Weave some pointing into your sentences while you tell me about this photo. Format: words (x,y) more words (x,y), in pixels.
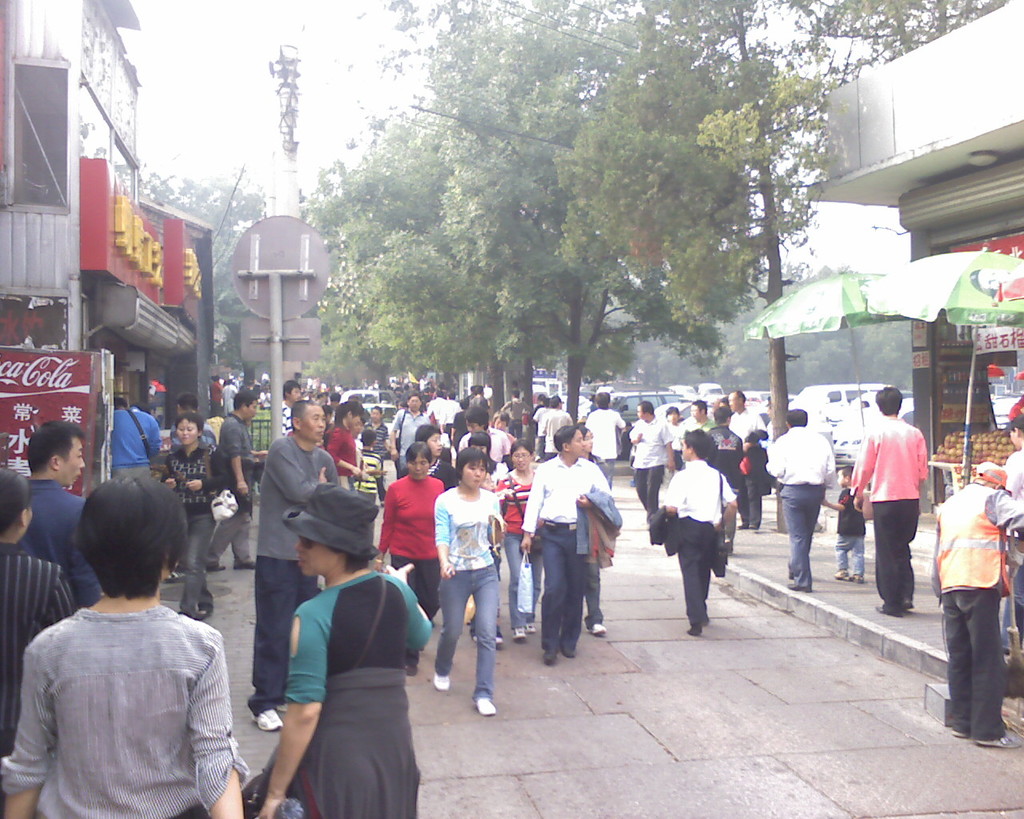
In this picture there are many people (725,487) in the center of the image (601,442) and there are trees (550,304) and cars (855,447) in the background area of the image (757,304) and there are stalls (868,307) on the right (988,313) and left side of the image (45,357) and there are poles (276,425) in the image.
